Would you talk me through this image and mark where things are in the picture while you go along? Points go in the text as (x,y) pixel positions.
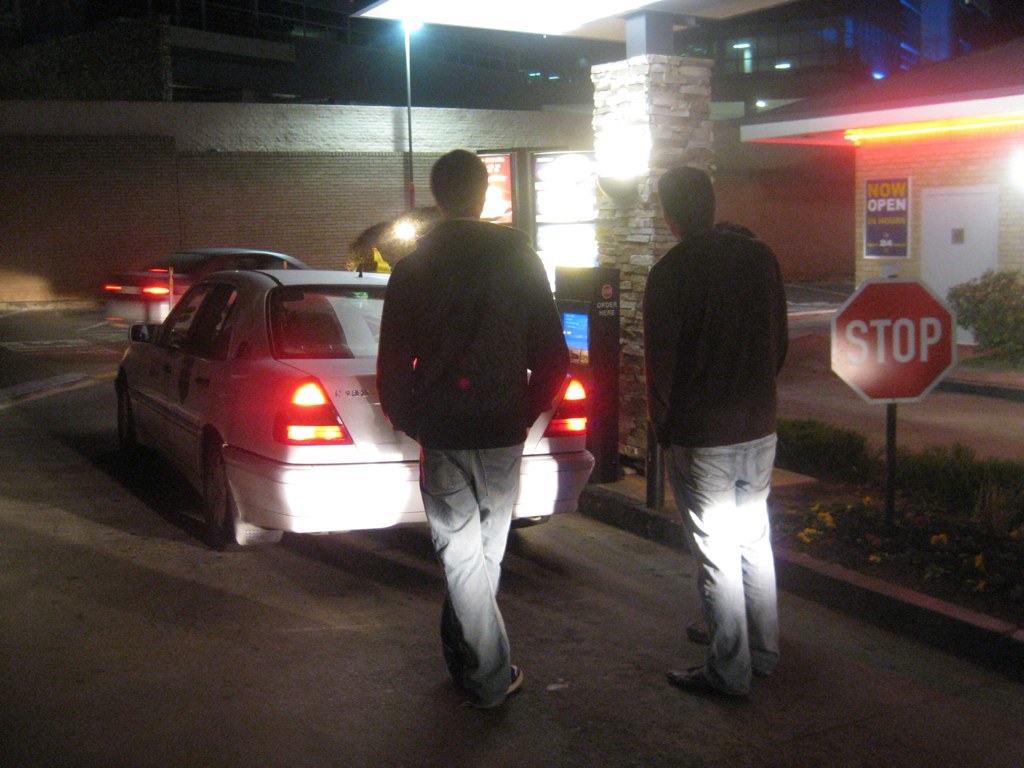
Here I can see two men (519,456) standing on the road (584,648) facing towards the back side (711,456). In the background (272,399) there are few cars (193,405) on the road (115,519). Beside the road (178,622) there a pillar (638,263) and a board (891,369). In the background (796,96) there are few buildings (869,151) and lights (405,224).
